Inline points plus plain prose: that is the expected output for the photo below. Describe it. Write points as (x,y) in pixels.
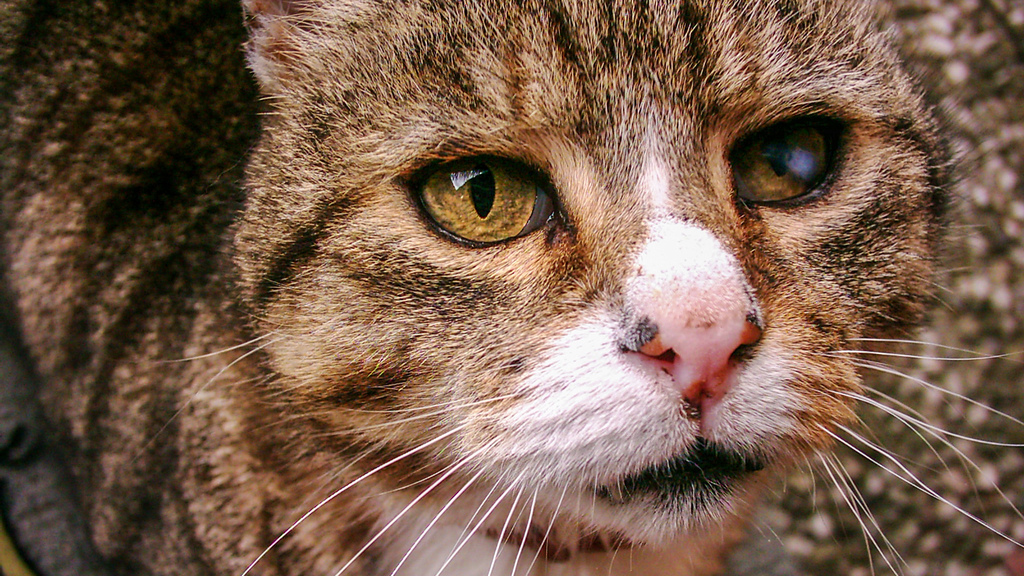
It is the close up picture of a cat (738,373).
